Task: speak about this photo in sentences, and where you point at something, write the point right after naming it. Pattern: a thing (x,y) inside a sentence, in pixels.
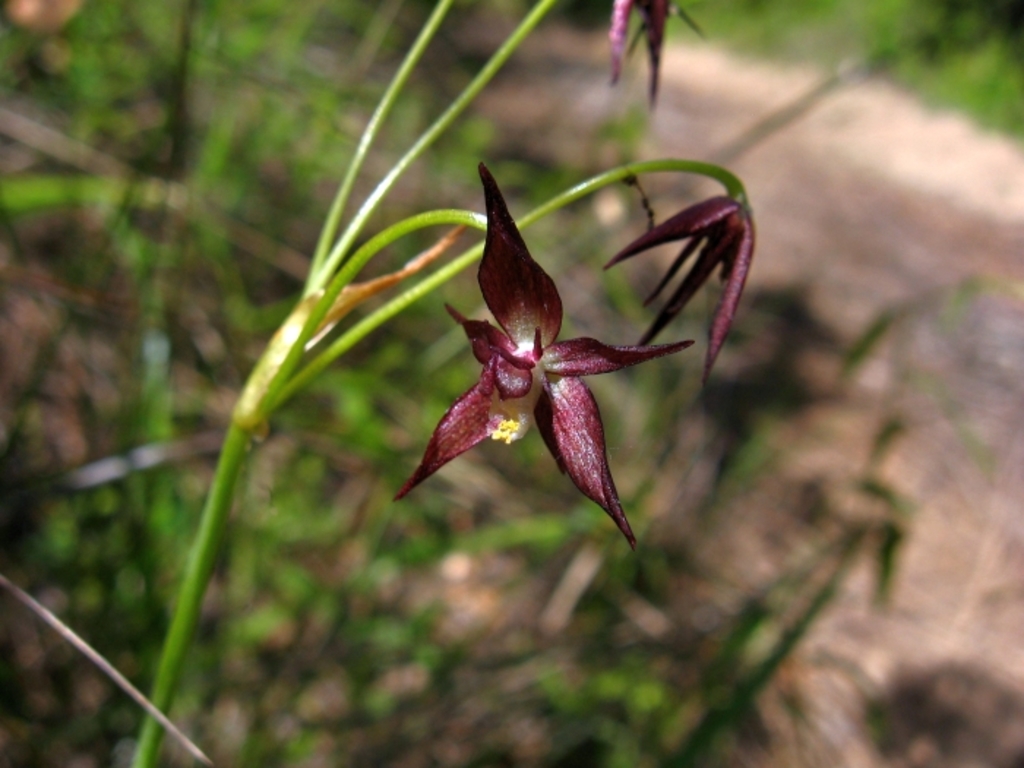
In the center of the image (523,272) we can see the flowers (747,217). In the background of the image (576,204) we can see the plants (678,711) and ground (807,676). In the top right corner (978,55) we can see the grass (990,64).
